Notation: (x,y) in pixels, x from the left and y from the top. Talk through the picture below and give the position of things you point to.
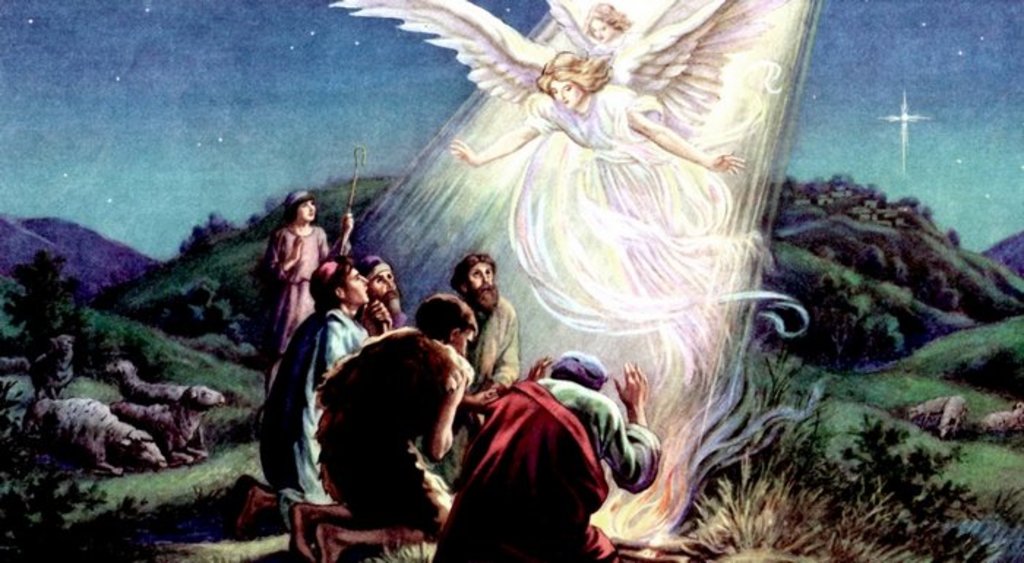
In this picture we can see few people (479,359) sitting on the ground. There is a woman (307,202) holding stick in her hand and standing. Some grass (719,544) is visible on the ground (4,445). We can see two fairies (525,142) in the sky (526,16). There are few sheep (188,397) on left side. We can see some houses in the background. Some stars (908,150) are visible in the sky (962,222).
